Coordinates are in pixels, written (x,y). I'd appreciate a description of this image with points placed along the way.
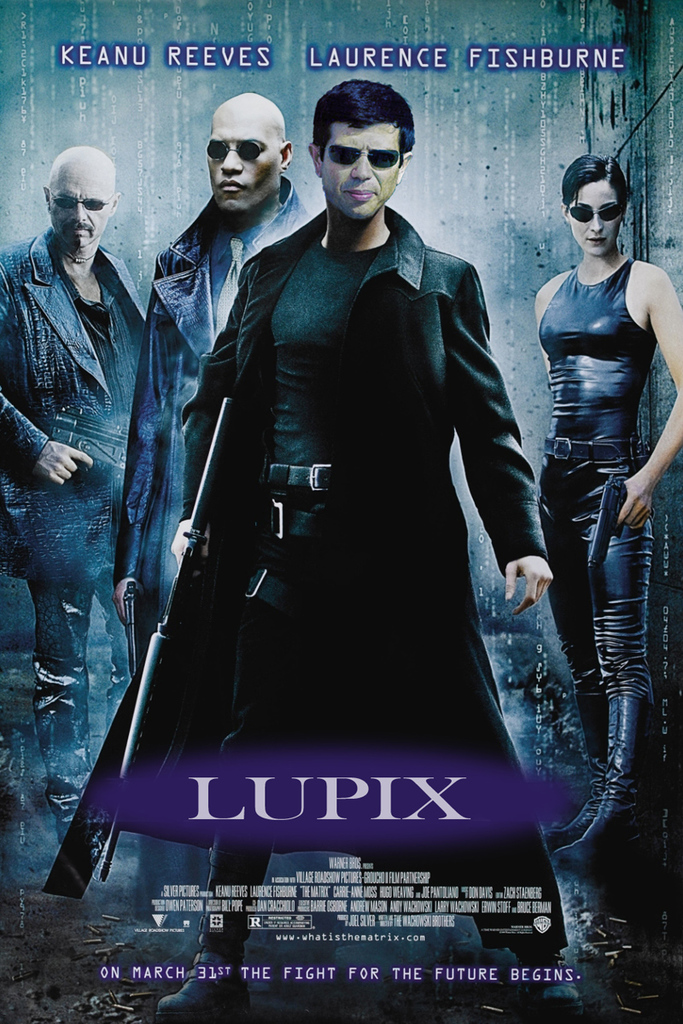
In this image I can see a poster (438,763). 4 people (468,354) are standing wearing black dresses (483,398) and goggles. Some matter (305,971) is written at the top (259,21) and bottom of the image (397,876).
